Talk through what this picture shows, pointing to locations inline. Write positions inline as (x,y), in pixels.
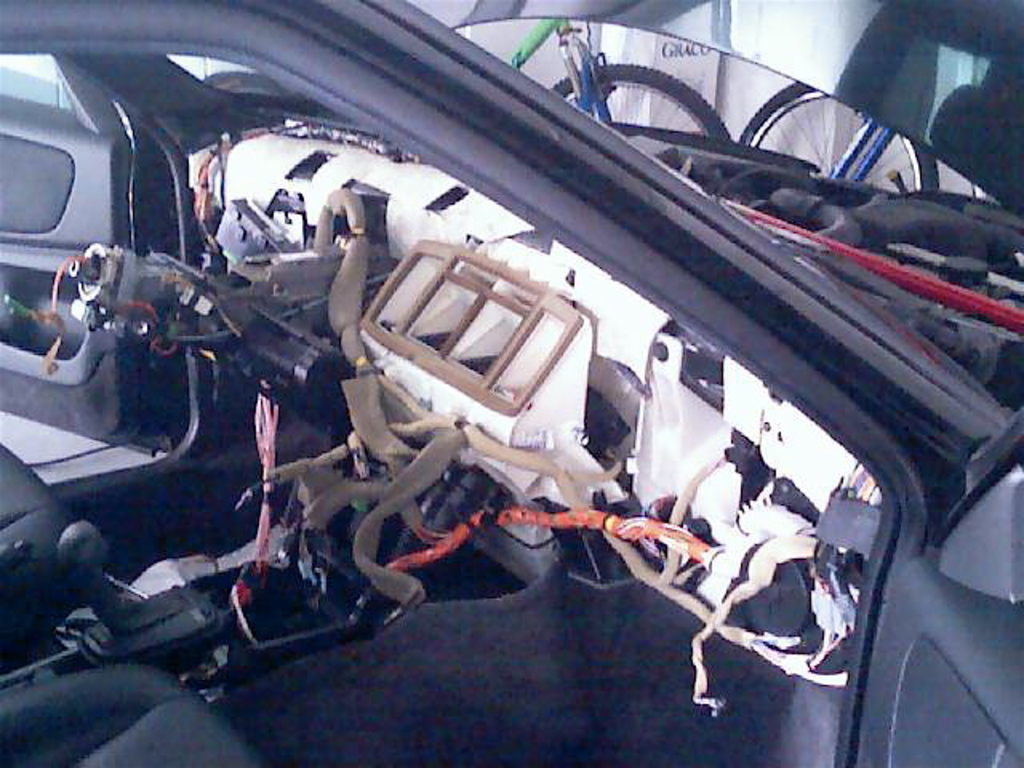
This image is an inside view of a car (390,610).
